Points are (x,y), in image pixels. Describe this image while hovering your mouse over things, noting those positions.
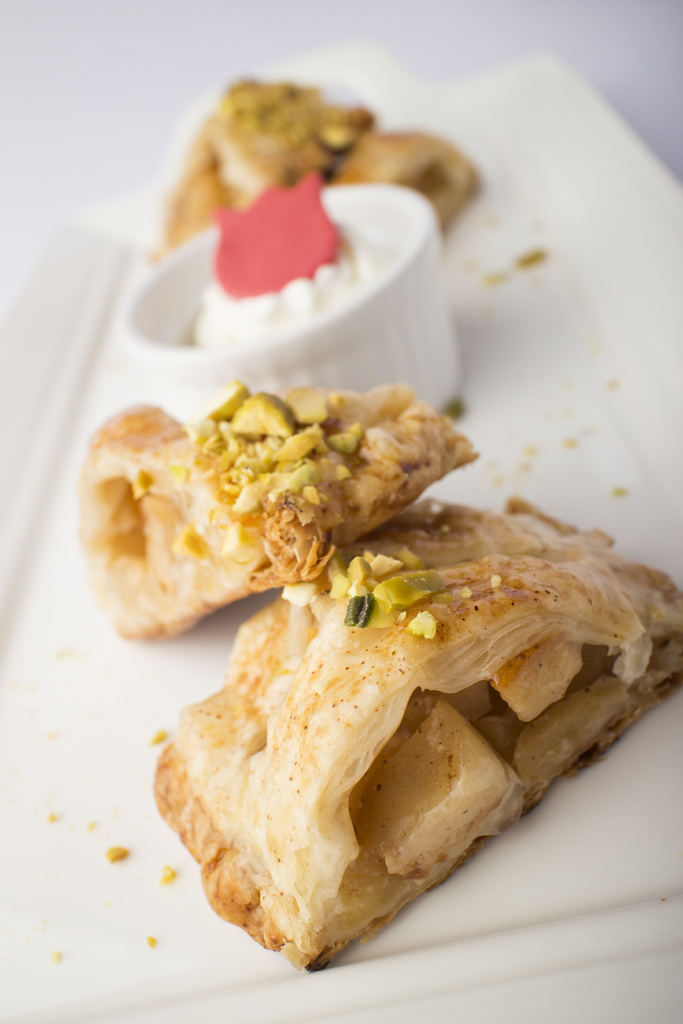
In the picture we can see some food item (349,560) which is in white color tray (178,982).
